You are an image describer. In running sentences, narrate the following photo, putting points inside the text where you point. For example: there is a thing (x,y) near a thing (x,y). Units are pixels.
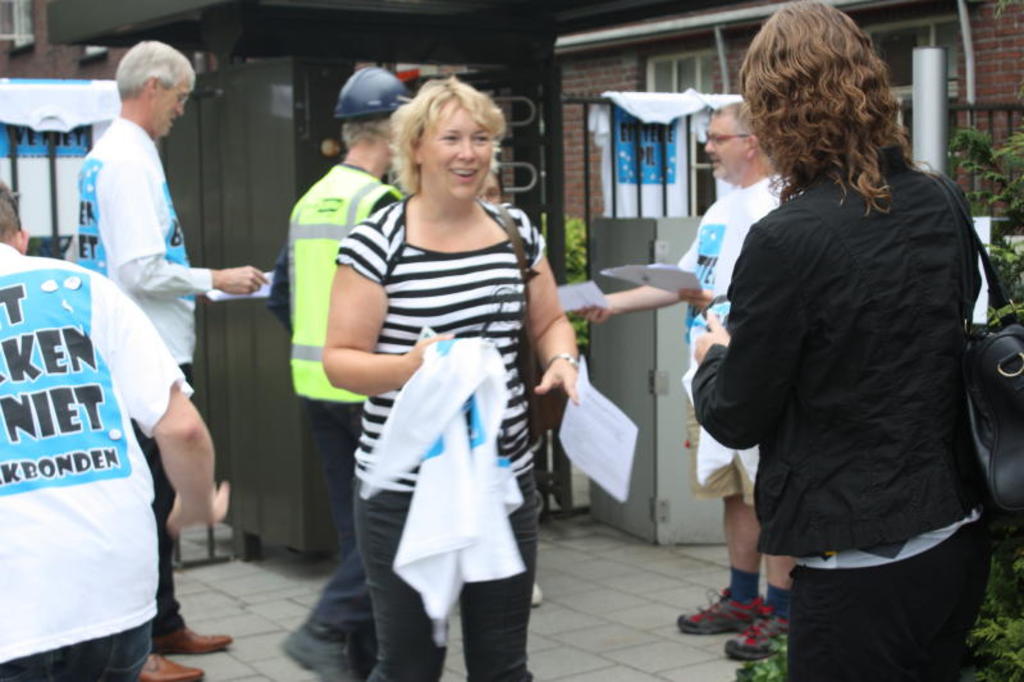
In this image we can see a few people (402,503) standing and holding the objects (980,246), there are some plants (980,137), buildings (579,136), clothes (620,146), fence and some other objects (258,94) on the ground (233,579).
